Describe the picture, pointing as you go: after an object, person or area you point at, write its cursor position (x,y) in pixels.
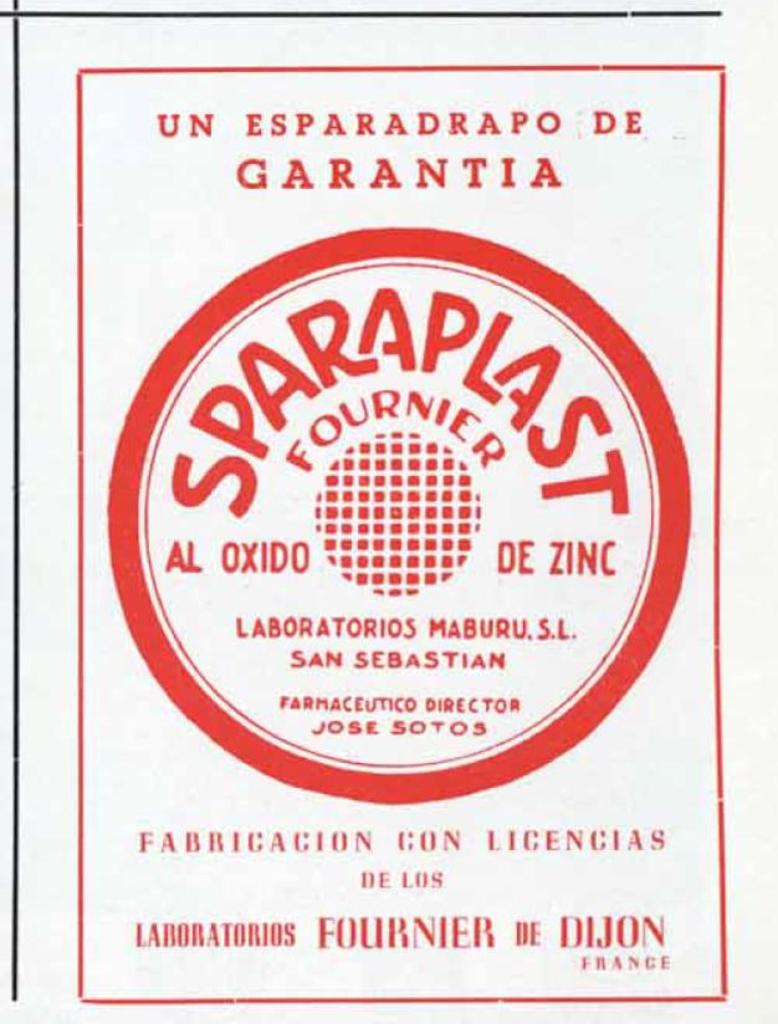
In this image we can see a poster (267,806). On this poster (340,642) we can see something is written on it.
